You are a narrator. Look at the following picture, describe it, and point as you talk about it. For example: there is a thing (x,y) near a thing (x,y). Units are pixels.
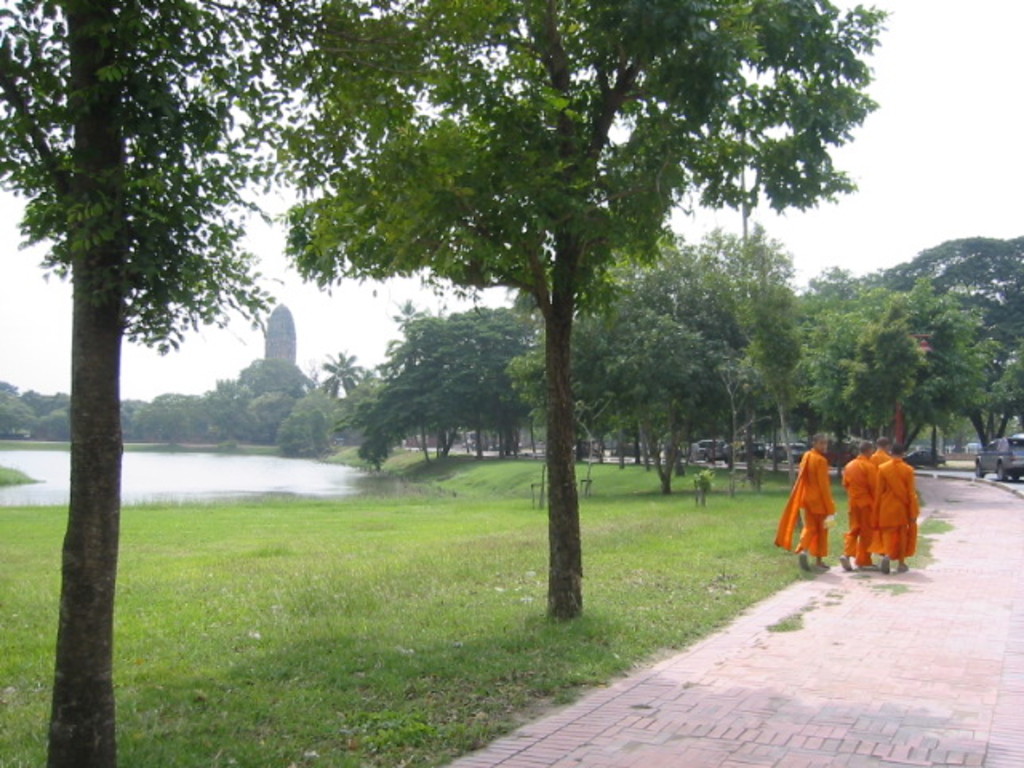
In this picture there are group of people (824,506) on the right side of the image (883,536) and there is grassland (413,500) in the center of the image (401,481) and there are cars (910,460), trees (557,353), and water (298,466) in the background area of the image (707,425).
